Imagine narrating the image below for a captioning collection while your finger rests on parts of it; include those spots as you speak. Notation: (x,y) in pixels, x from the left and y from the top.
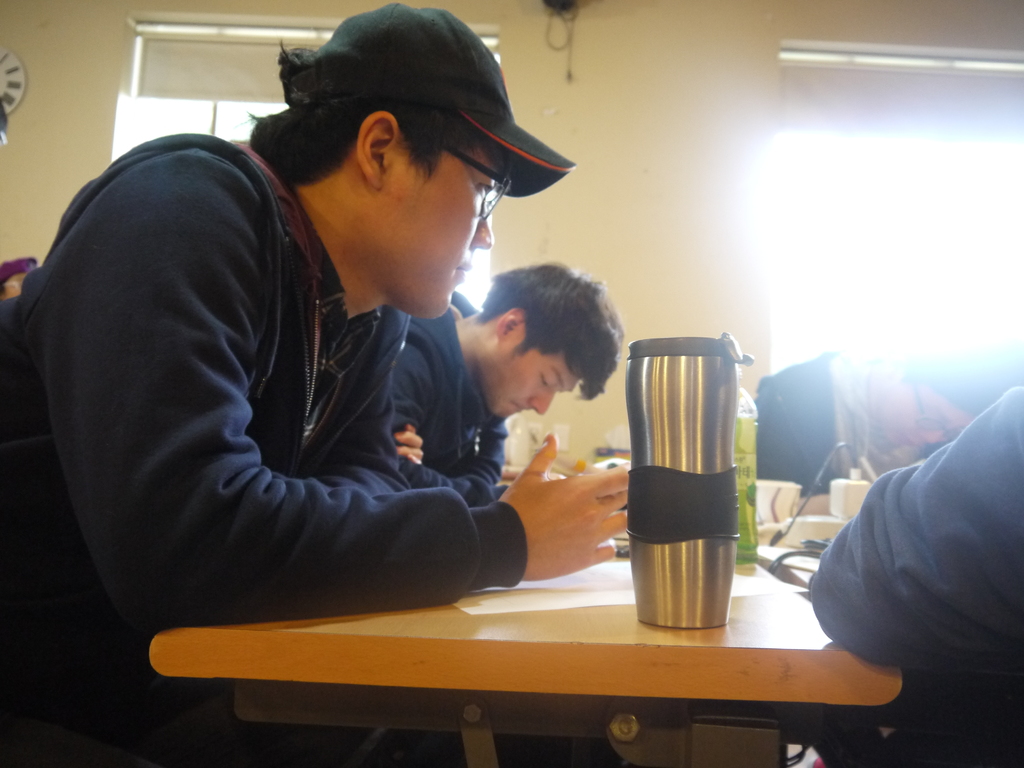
There are few people (531,365) in this room (237,449), two (188,424) are sitting on the left (174,414) and two (870,509) are sitting on the right (937,438). On the table (673,630) we see a jug (685,486). In the background (623,210) we can see a wall (918,31). This is a window (176,104), beside window (209,72) we have a clock (12,76).
